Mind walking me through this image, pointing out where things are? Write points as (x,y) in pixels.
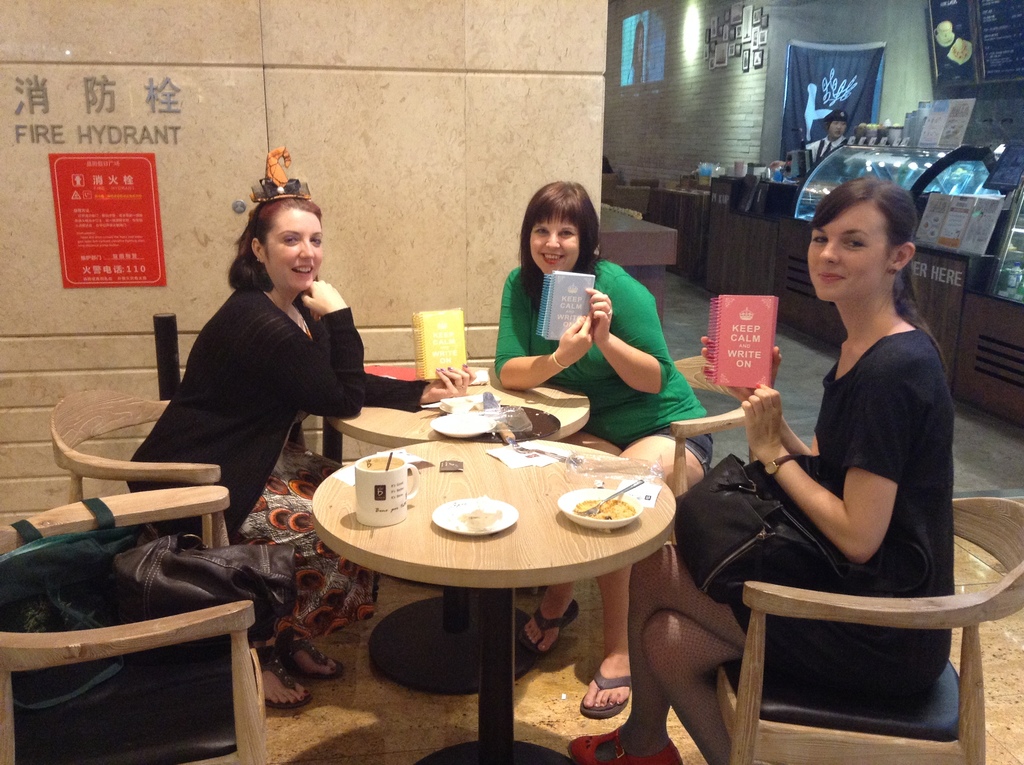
This picture shows women (300,510) Seated on chairs (719,416) and holding a book (772,344) in their hands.
